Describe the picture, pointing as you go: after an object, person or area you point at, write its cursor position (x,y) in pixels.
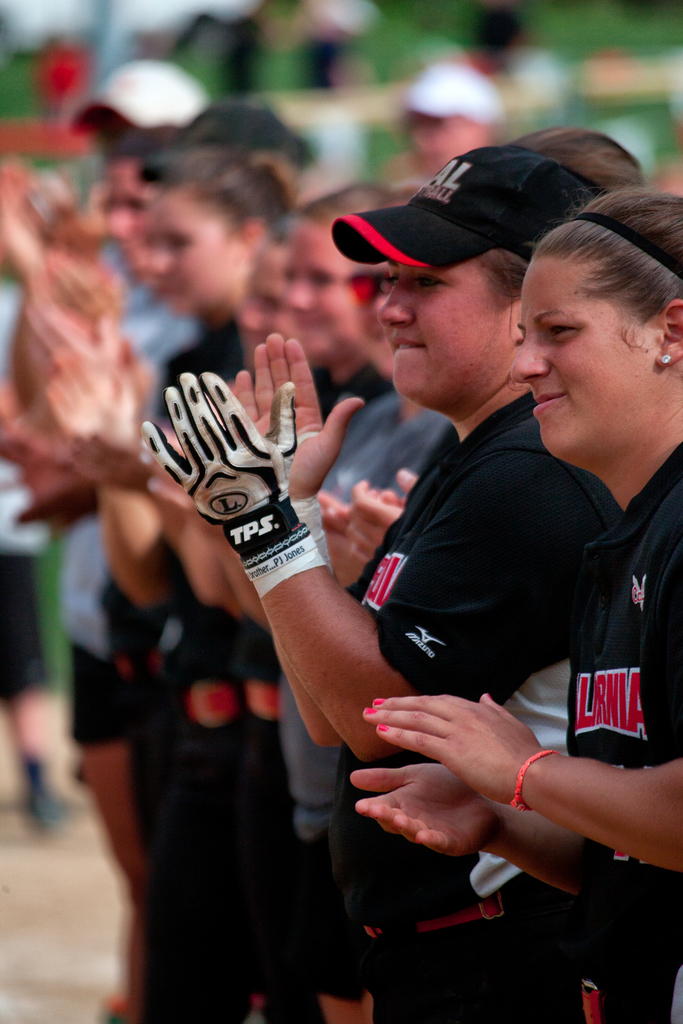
In this image there are people (339,527) standing and clapping.
